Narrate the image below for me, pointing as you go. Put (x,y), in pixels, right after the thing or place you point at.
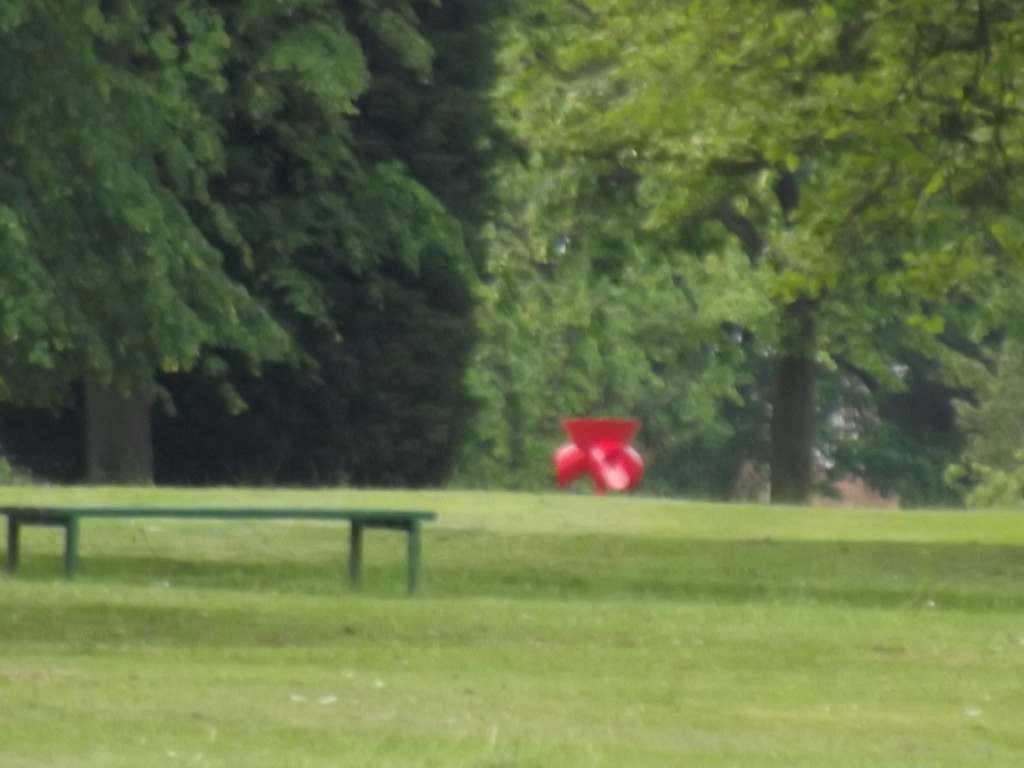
In this image there is a bench (402,516) on the surface (417,602) of the grass (417,602) and there is an object (636,450) in red color. In the background (499,225) there are trees (579,189).
